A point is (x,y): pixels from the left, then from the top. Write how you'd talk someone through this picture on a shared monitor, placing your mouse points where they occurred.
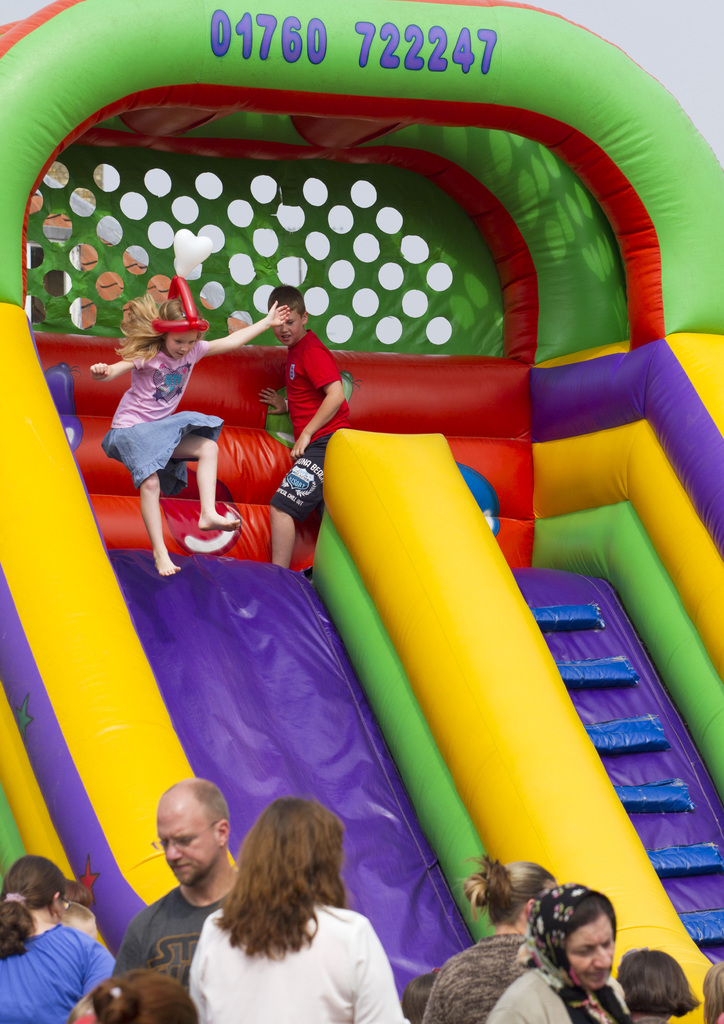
In this image we can see a few people (222,857), two kids (209,506) are playing on the bouncy castle (295,70), there are some numbers (296,21) on it.
